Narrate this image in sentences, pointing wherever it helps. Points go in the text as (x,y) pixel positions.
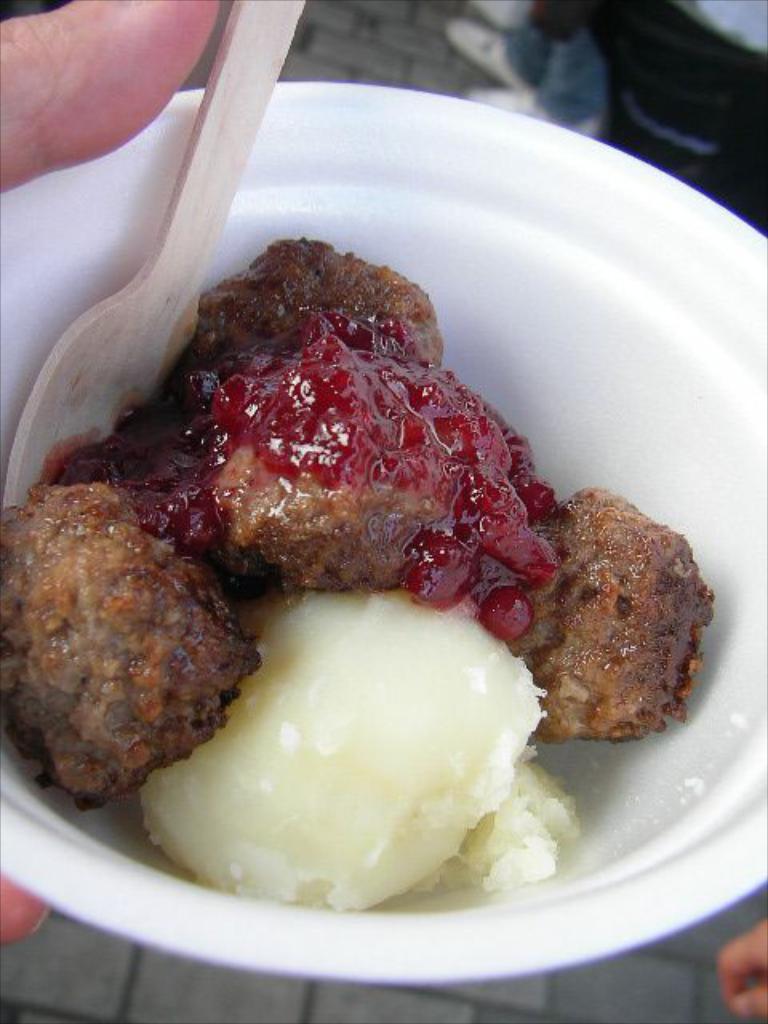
In this image I can see a person (81,111) is holding a white colored bowl (594,283) and in the bowl (620,337) I can see a food item (375,514) which is brown, red and cream in color. In the background (184,969) I can see persons legs (517,43) and the ground (147,969).
